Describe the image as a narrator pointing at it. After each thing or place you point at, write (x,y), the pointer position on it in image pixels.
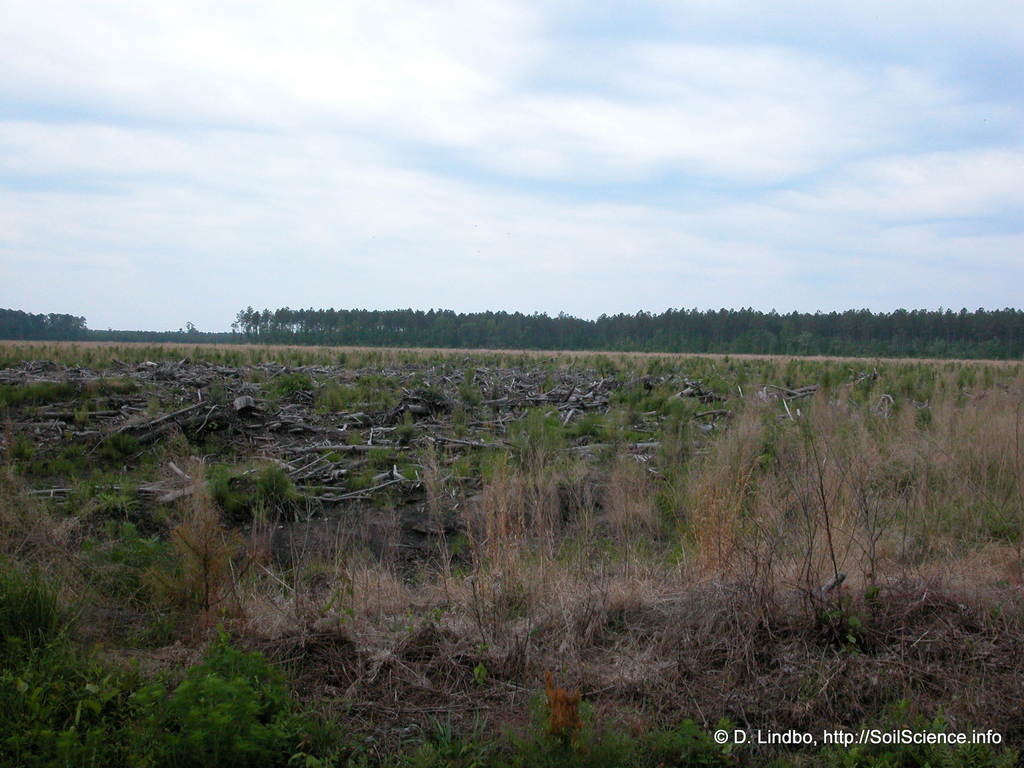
In the foreground of the picture (68,726) there are plants (16,726) and grass (658,559). In the center of the picture (465,375) there are plants (348,386) and wooden blocks (132,376). In the background (757,328) there are trees (471,322). Sky (93,32) is cloudy.
